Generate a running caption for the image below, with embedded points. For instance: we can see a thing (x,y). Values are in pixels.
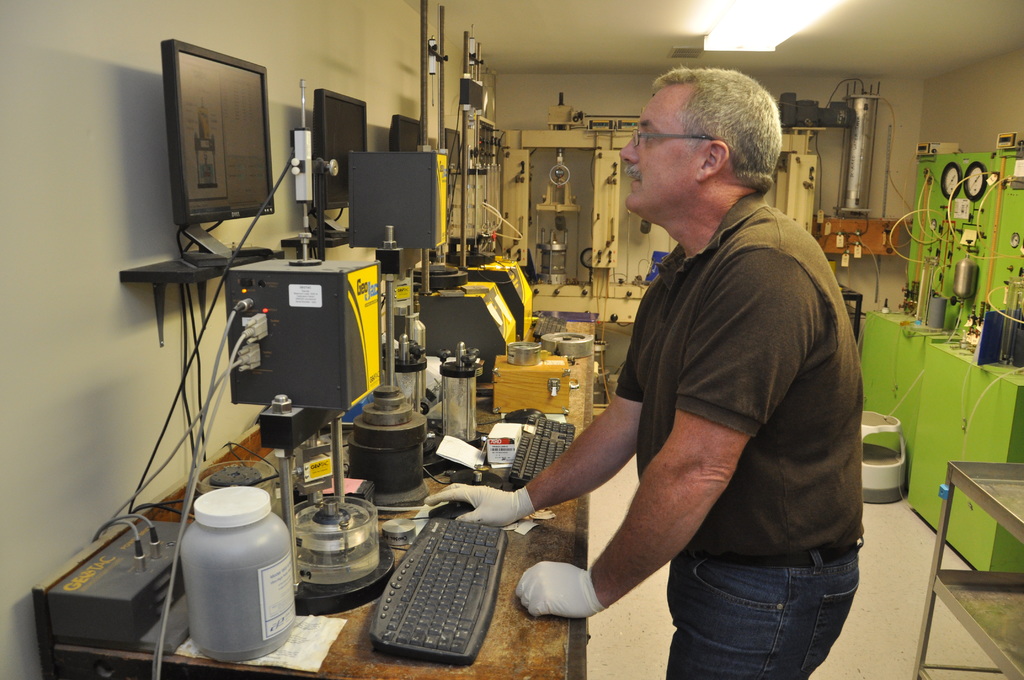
In this image we can see a person (705,312) holding a mouse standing beside a table (485,657) containing a bottle (269,623) with a lid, key boards (432,603) and some papers (451,452) on it. On the left side (144,255) we can see some monitors (208,117) hanged to a wall (144,318). On the backside (547,281) we can see some electronic devices (559,271) and a roof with some ceiling lights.
